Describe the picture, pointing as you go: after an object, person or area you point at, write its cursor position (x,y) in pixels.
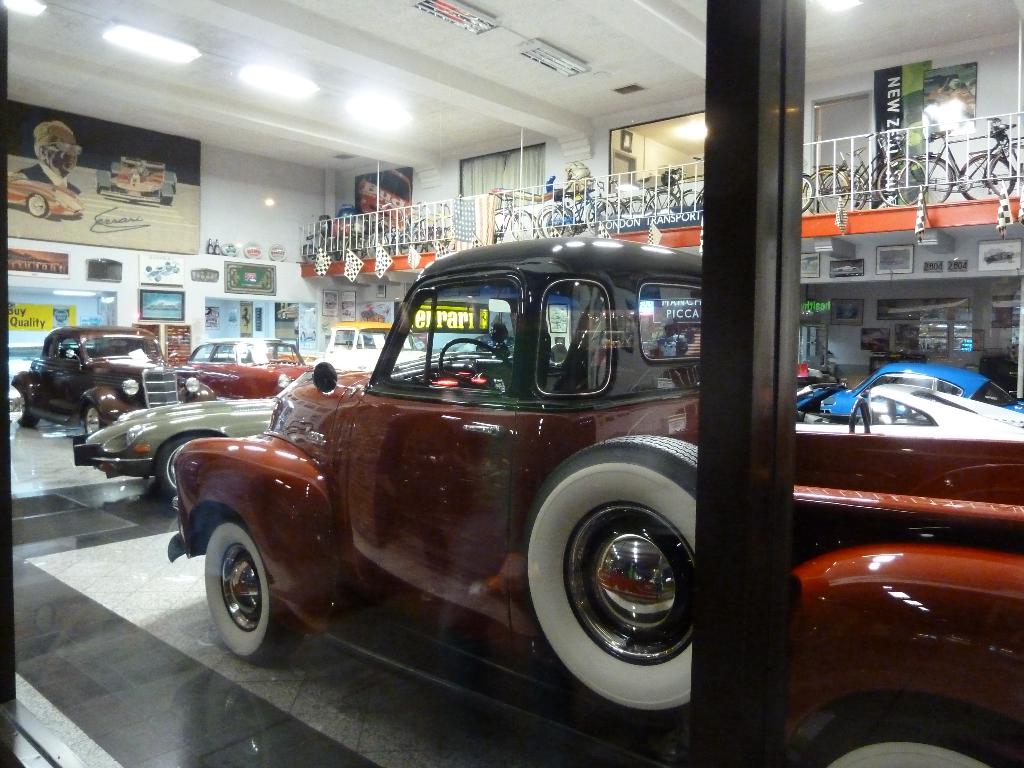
In the picture we can see a floor (482,743) with a vintage car (488,574) and in the background (21,143), we can see a wall (223,326) with some posters (156,210) and photo frames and top of the wall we can see a railing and some bicycles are placed and to the ceiling (144,8) we can see the lights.
